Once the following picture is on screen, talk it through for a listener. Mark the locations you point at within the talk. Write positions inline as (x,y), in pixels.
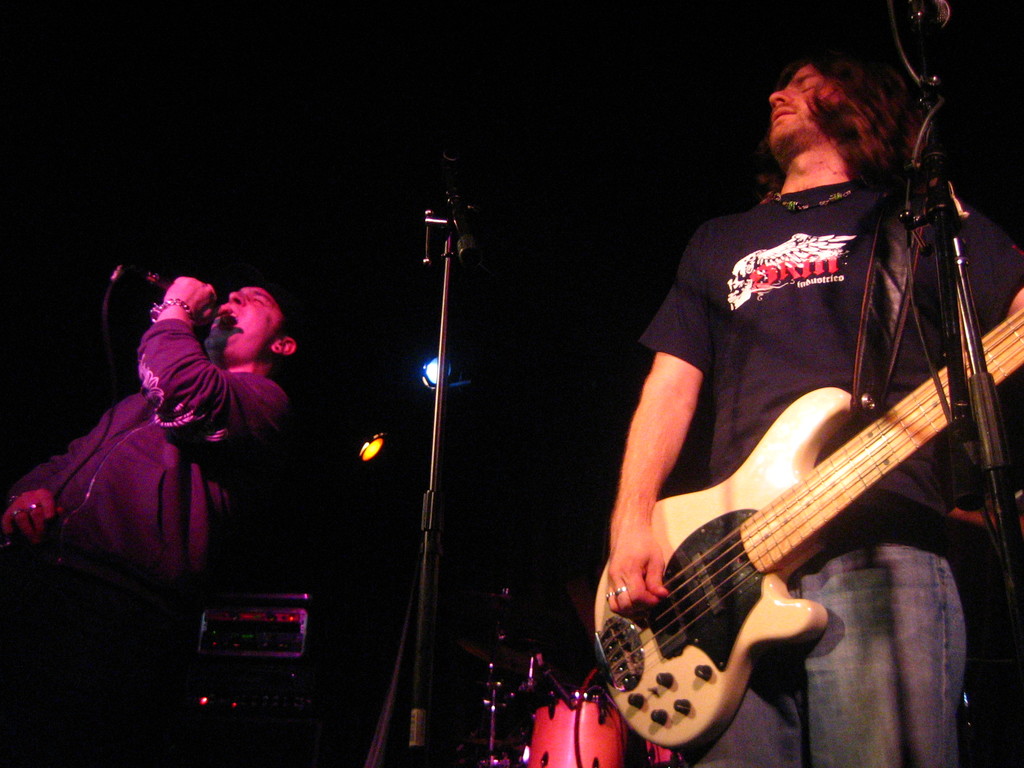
In the picture we can see a man (912,615) standing in a black T-shirt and holding a guitar (1012,351) and beside him we can see another man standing and singing the song in the microphone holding it and in the background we can see two lights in the dark.
